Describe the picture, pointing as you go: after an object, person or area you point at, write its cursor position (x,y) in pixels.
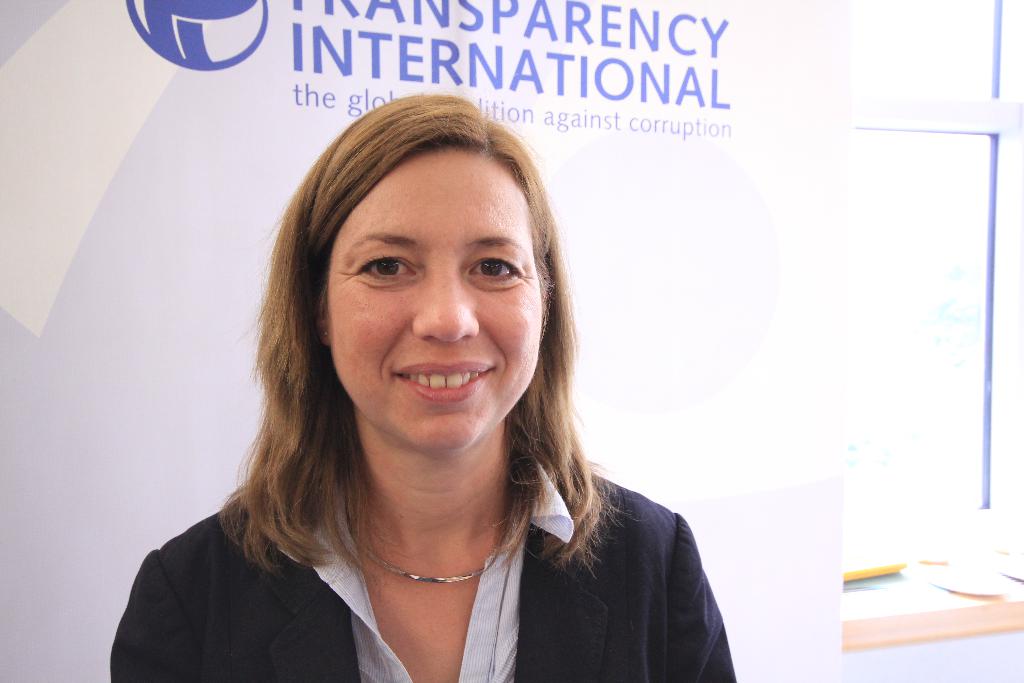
In this image I can see the person (430,378) with white and black color dress (318,604). In the background (181,104) I can see the banner (600,167) and the window (872,388).
